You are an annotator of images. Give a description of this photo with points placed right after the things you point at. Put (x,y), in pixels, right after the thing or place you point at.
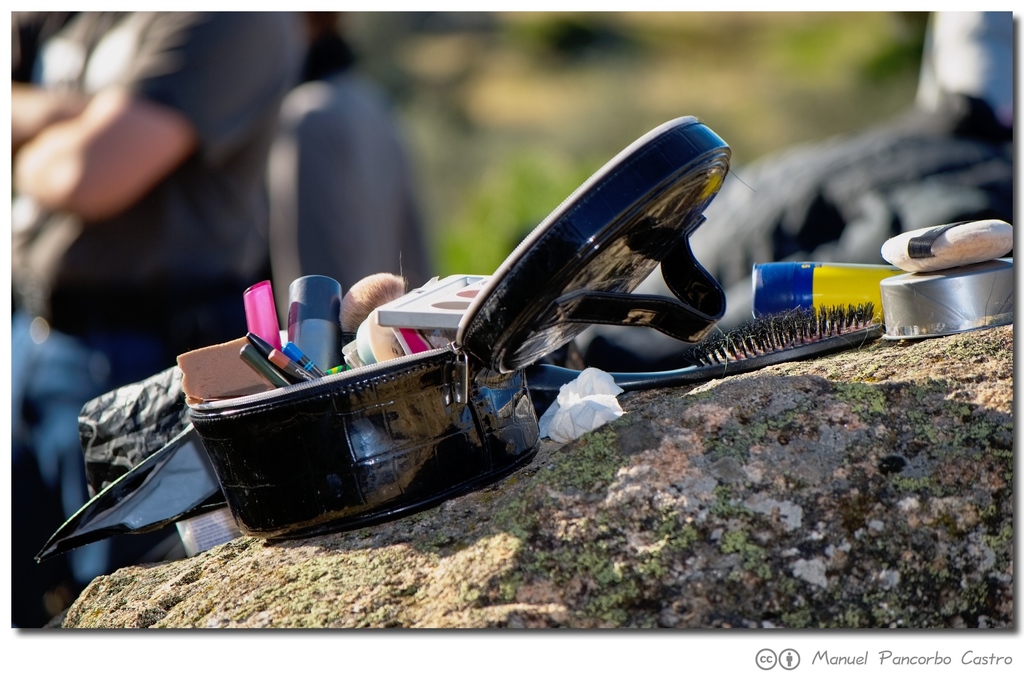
In this image I can see a bag (479,411) and the bag (397,450) is in black color and I can also see few objects (292,310) in the bag (397,436). Background (325,268) I can see few persons (339,254) and few trees (495,204) in green color.
